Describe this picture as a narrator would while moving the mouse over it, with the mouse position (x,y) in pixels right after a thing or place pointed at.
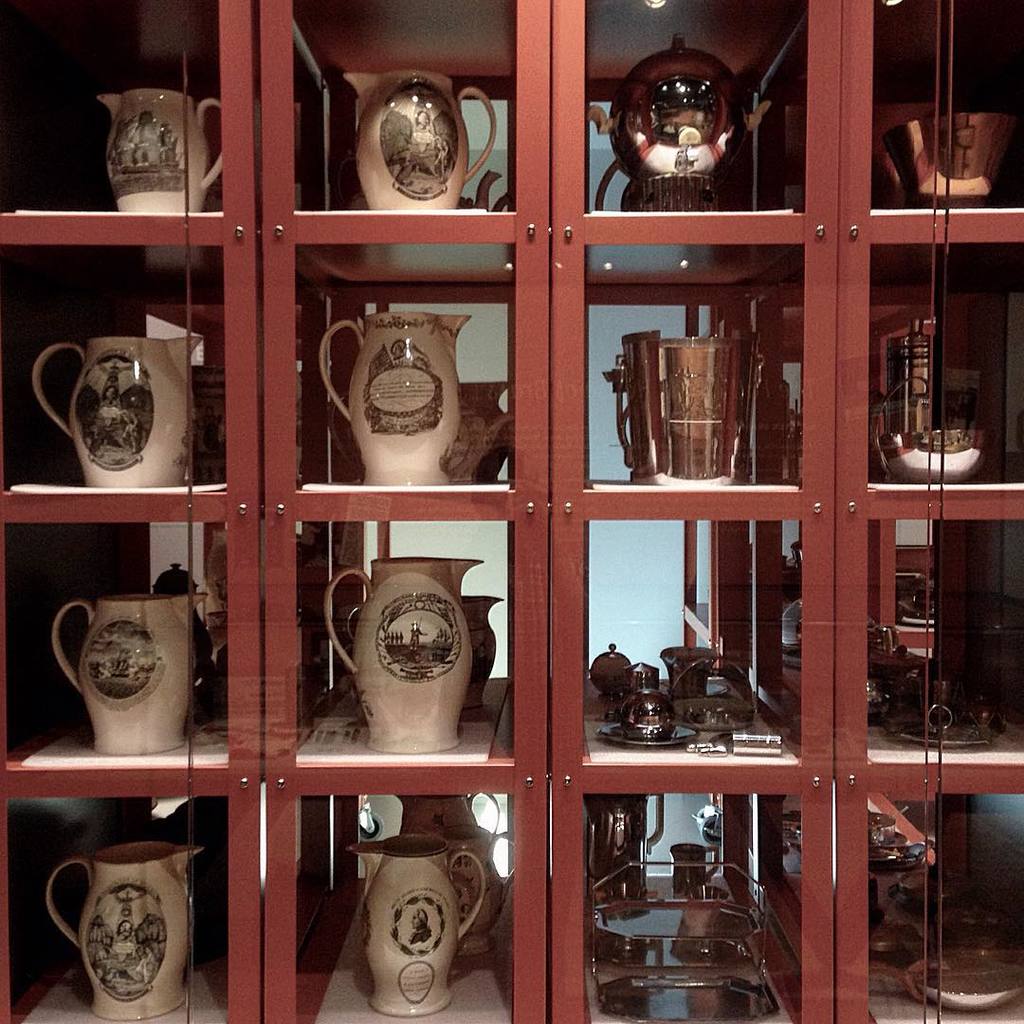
In this image, we can see a cupboard (867,97) contains some jugs (190,140).
